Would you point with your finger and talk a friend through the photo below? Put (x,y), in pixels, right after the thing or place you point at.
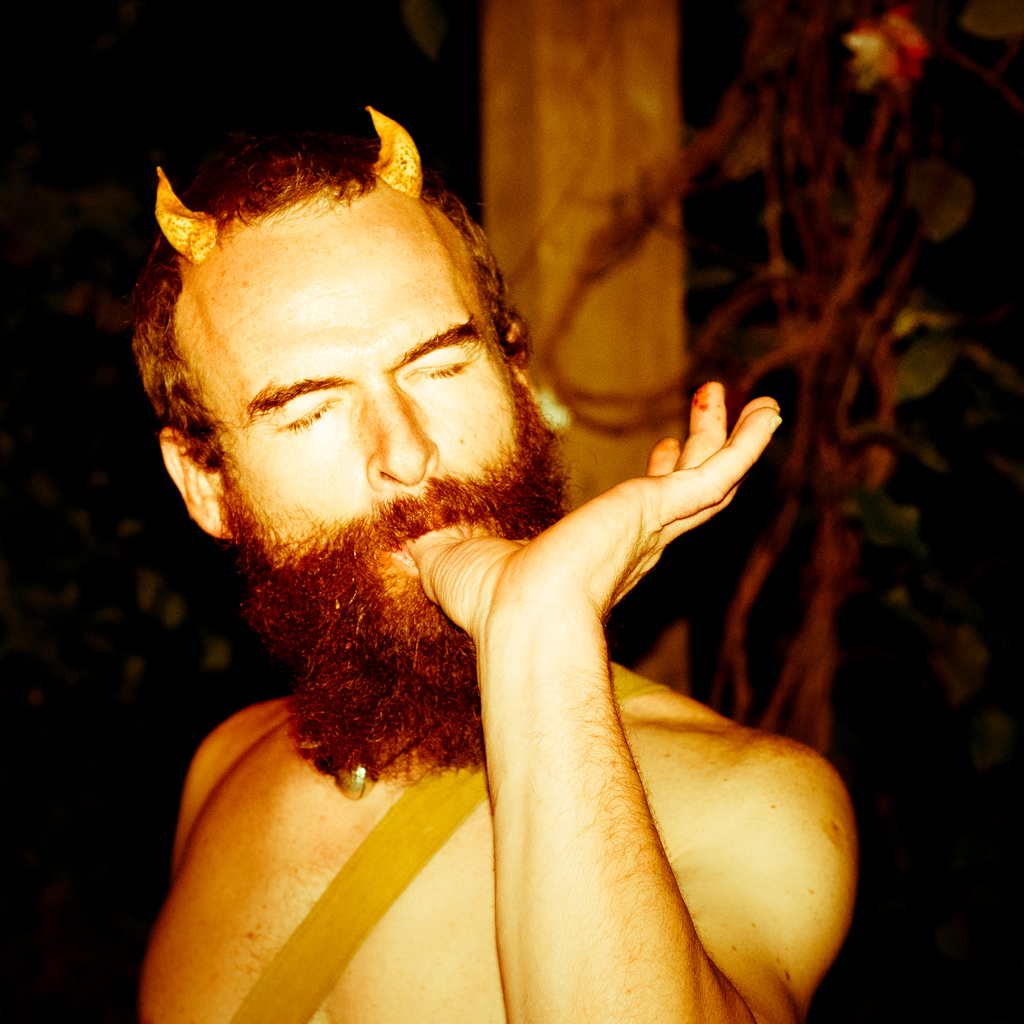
In this picture we can see a person (485,731) keeping his finger (475,577) in the mouth (410,570).
